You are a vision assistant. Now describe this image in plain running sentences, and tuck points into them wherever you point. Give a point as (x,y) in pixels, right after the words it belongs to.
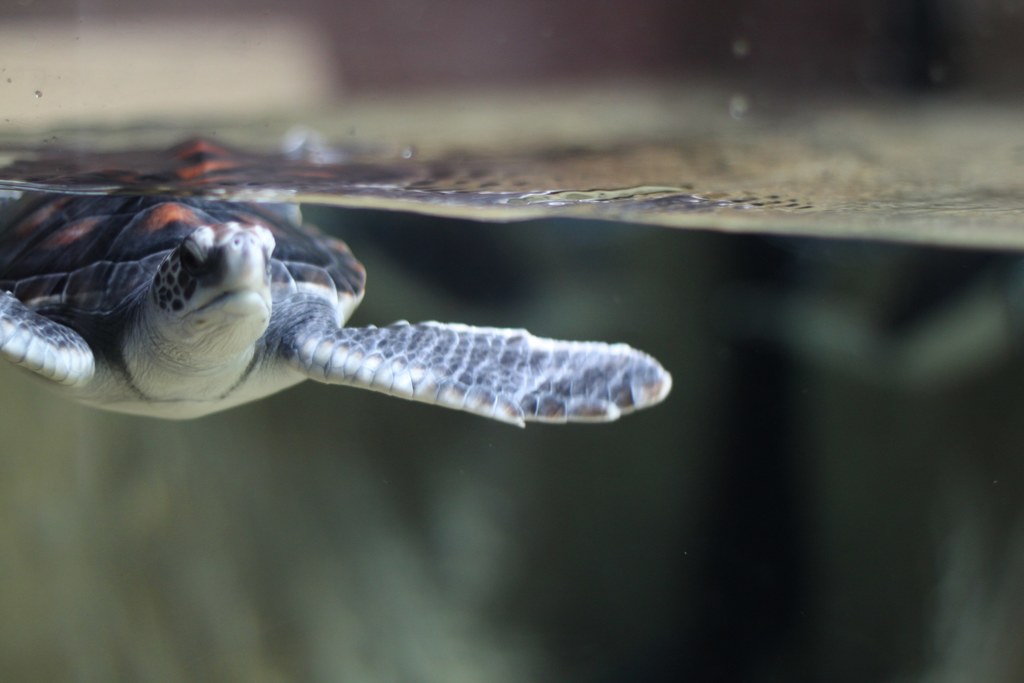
In this image there is a turtle (154,287) in the upright direction.
